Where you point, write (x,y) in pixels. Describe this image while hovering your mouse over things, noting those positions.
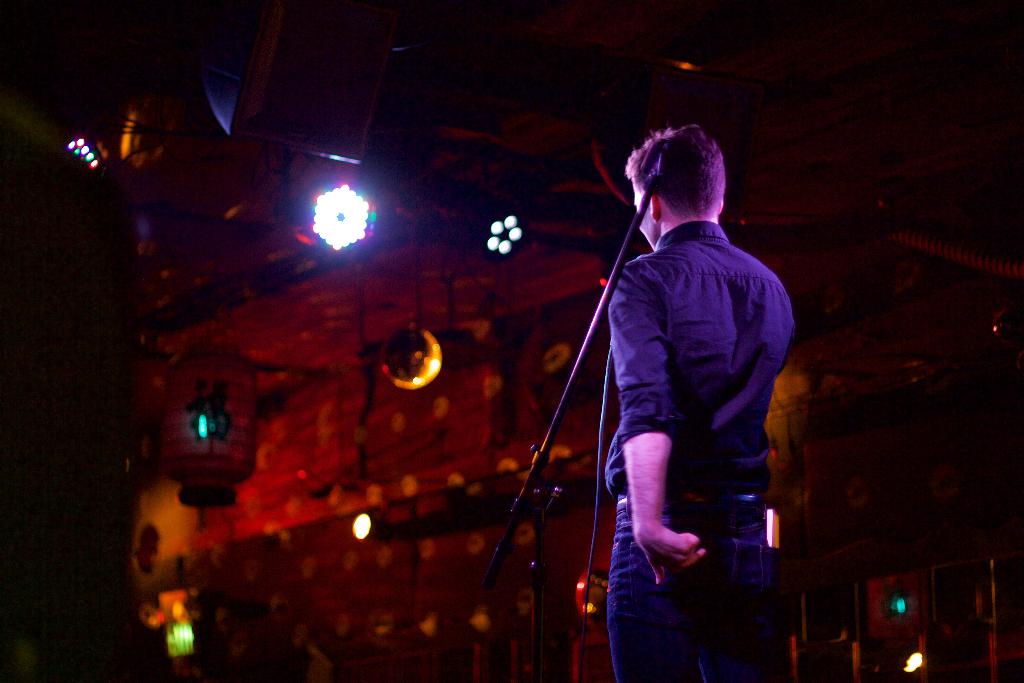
In this image there is a person (710,204) standing in front of the mic (617,262), in the background (553,347) there is a wall (551,454) with some lights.
